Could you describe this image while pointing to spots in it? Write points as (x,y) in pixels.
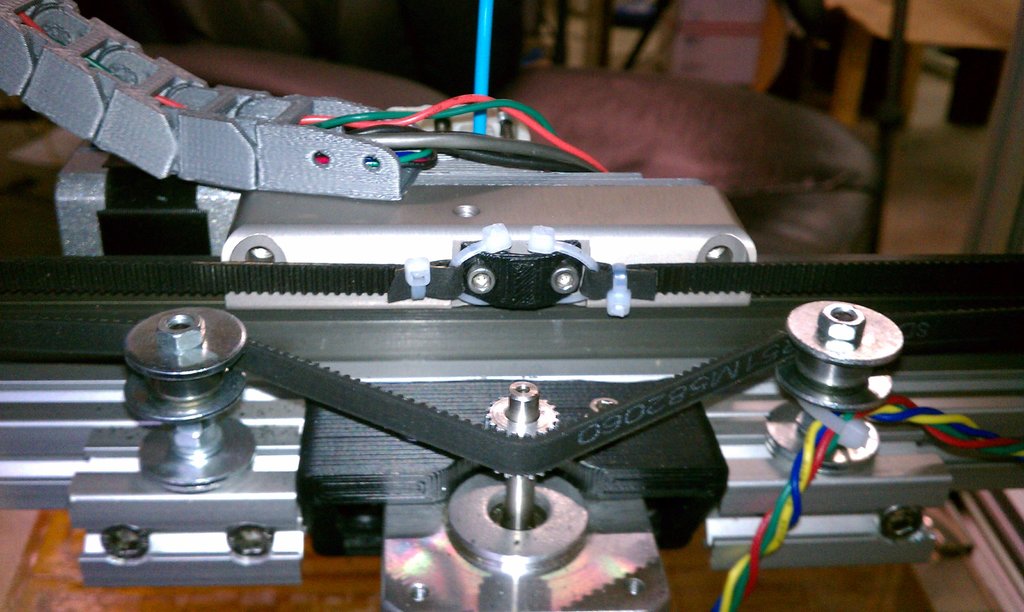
In this image we can see a machine (241,422). Behind the machine (334,167) we can see the chairs (663,117). In the top right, we can see a wooden object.
